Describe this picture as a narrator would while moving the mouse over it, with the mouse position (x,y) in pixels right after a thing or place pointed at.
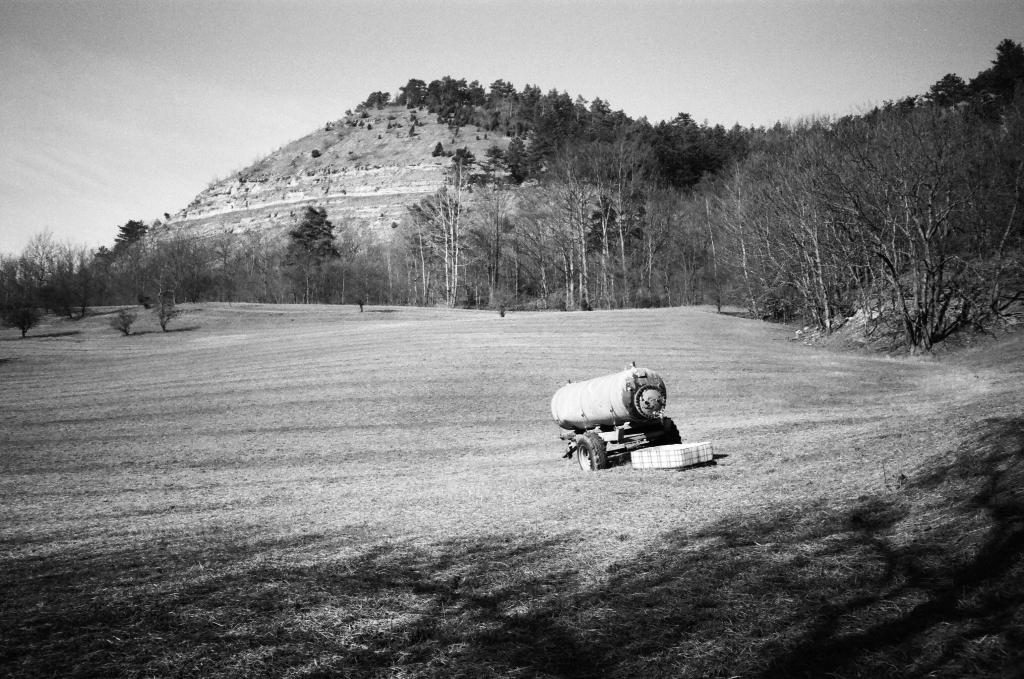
In this image, we can see grass (629,568) on the ground (371,502), we can see a water tank (604,420), there are some trees (628,247), we can see a mountain (441,171), at the top (472,58) there is a sky (603,60).
